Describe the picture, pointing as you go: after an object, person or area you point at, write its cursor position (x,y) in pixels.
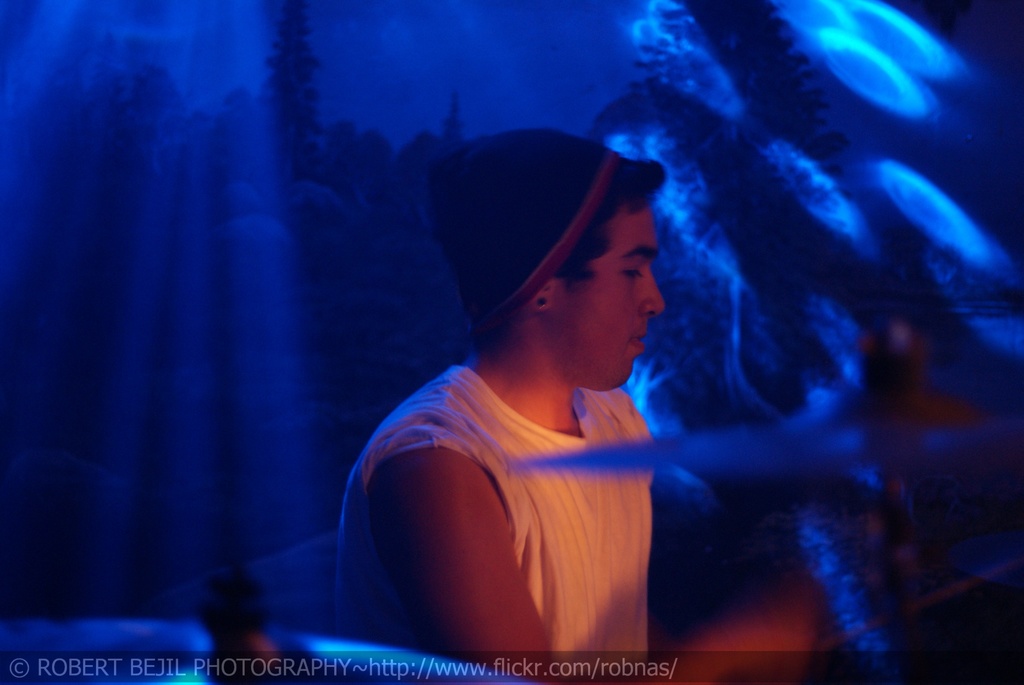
In this picture there is a person (552,495) wearing white dress (566,498) and the background (435,40) is in blue color.
